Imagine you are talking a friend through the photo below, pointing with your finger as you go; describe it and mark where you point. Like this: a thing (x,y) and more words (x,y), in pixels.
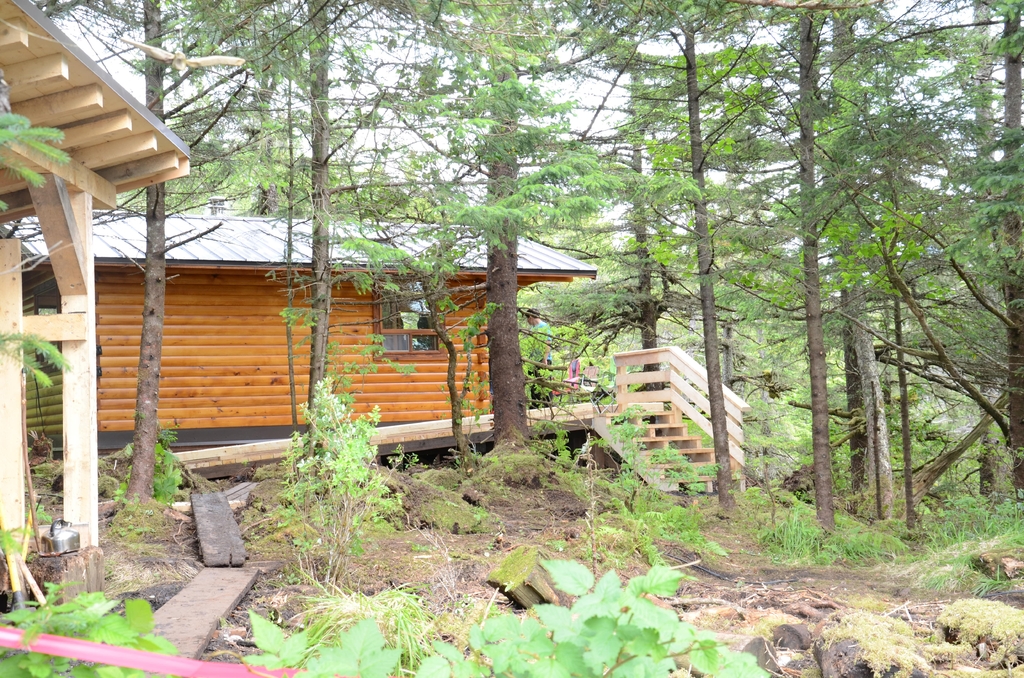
In the center of the image (394,391) we can see a building (340,250) with windows (413,311) and roof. One person (537,400) is standing on the ground (149,543) and a staircase (600,423) with a fence (667,374). To the left side of the image (89,114) we can see a kettle (71,538) place on a stump (54,568) and a shed (99,139). In the background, we can see a group of trees (344,216) and the sky (588,122).
